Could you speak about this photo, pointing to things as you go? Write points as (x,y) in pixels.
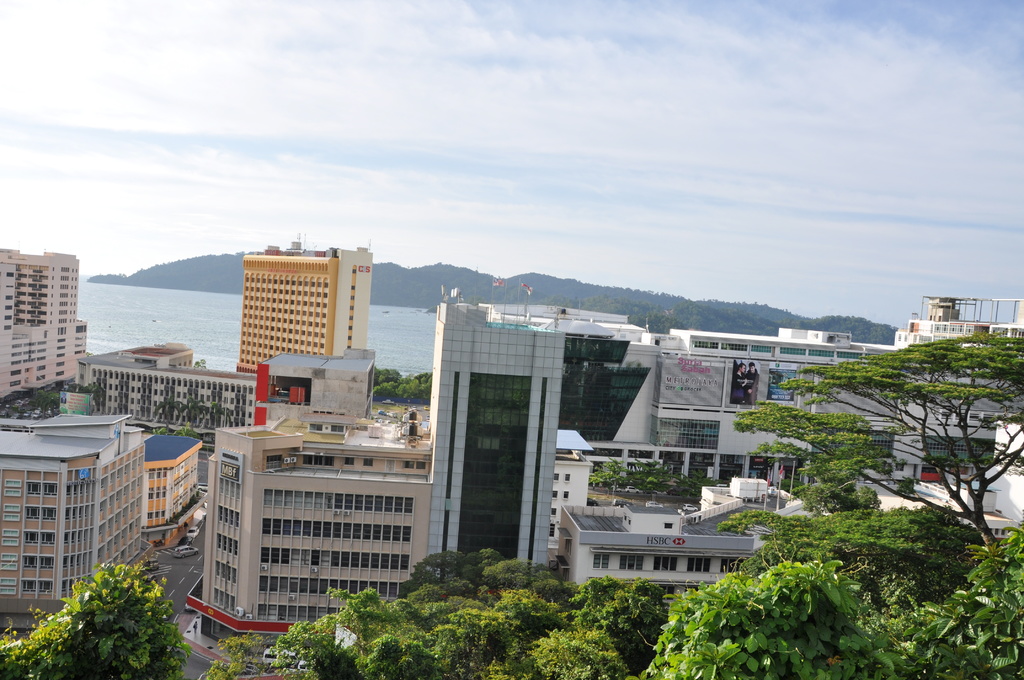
In this image in the foreground (308,644) there are trees (949,348). Here there are many buildings (345,456). In the background (231,363) there is water body (166,291), hills (440,287). The sky (486,269) is cloudy. Here we can see a road (198,541). On it there are many vehicles (194,553).
